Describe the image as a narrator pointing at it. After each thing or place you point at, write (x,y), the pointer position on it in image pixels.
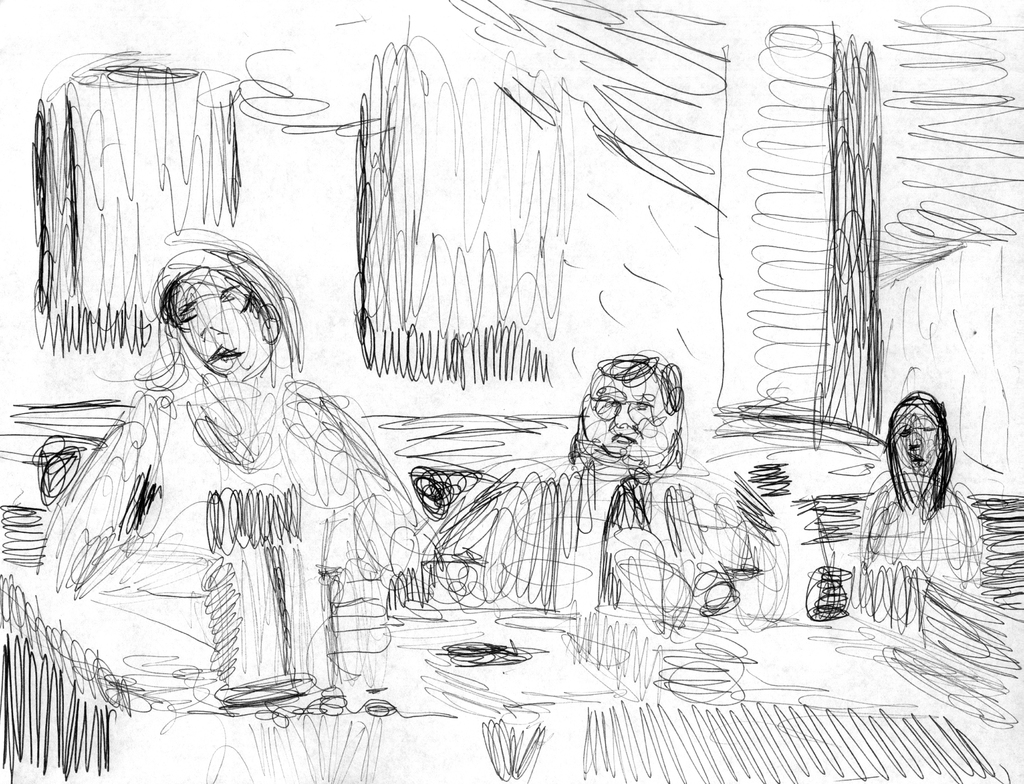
In the image there are drawings (336,466) of persons (390,478), windows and some other items (216,508).
